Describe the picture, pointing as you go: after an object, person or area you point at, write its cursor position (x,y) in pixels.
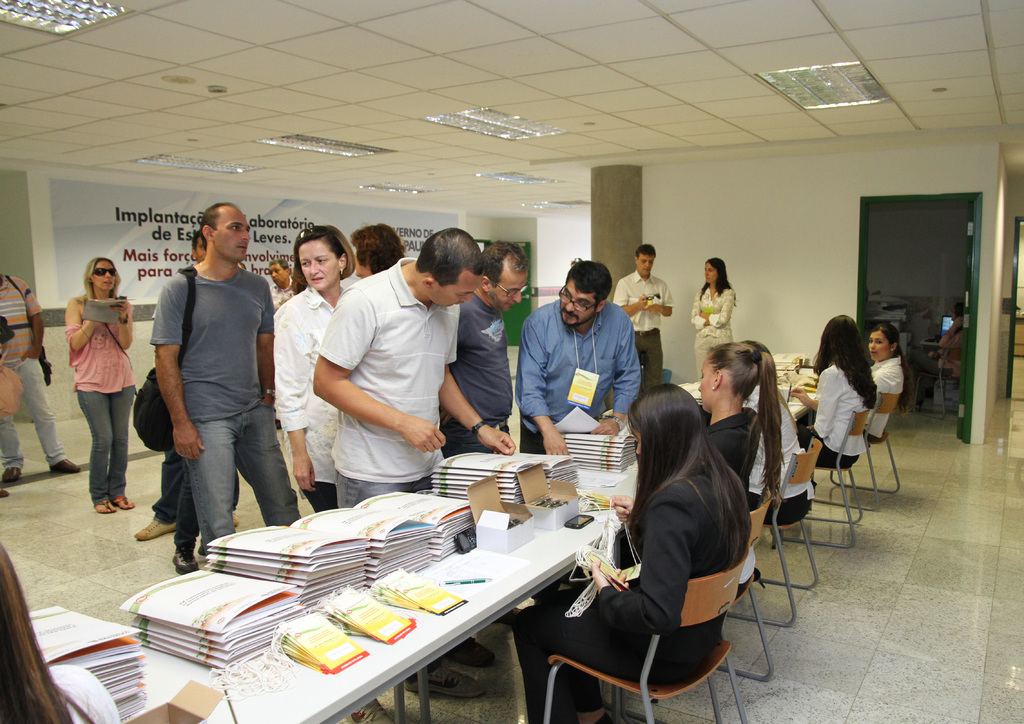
In the image we can see there are people (302,445) who are standing and in front of them there are woman (660,589) who are sitting on chair (556,657) and on the table (604,489) there are books (272,600) kept.
